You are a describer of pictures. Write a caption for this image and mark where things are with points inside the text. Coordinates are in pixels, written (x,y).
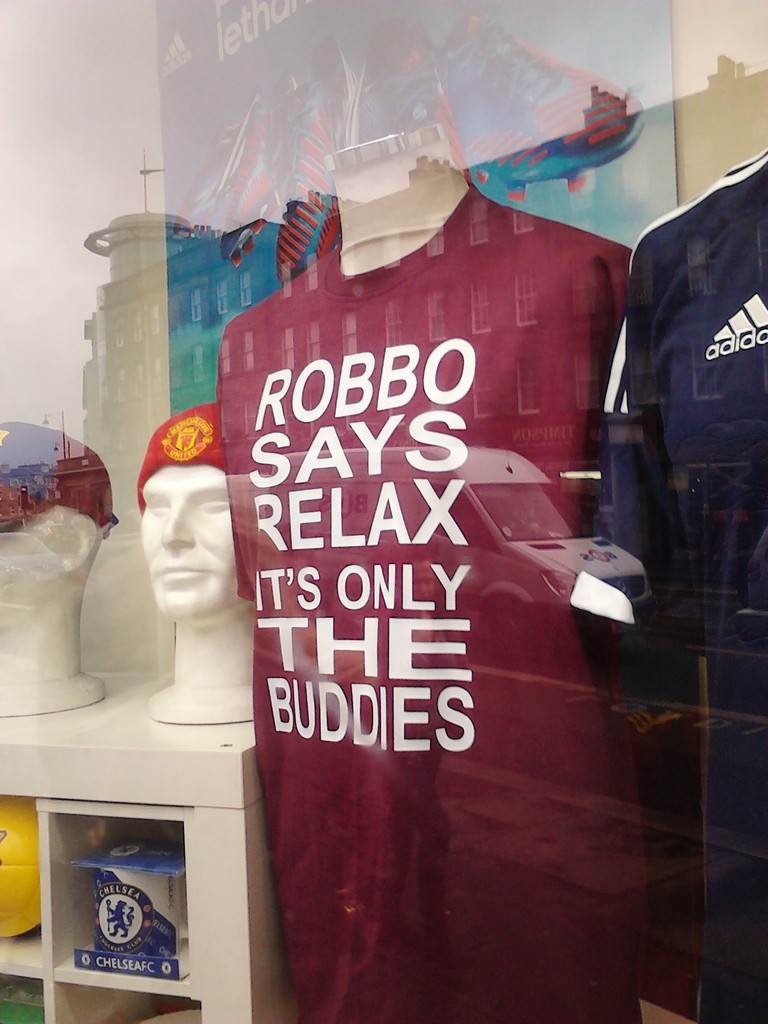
In this image there are manikins (284,489) and some clothes (487,673), on the left side (217,797) there is one cupboard (207,803). In the cupboard (211,902) there are some objects (158,904), and in the background (187,130) there is wall (142,229) and board (225,89). And in the foreground (414,162) there is a mirror (142,260).
